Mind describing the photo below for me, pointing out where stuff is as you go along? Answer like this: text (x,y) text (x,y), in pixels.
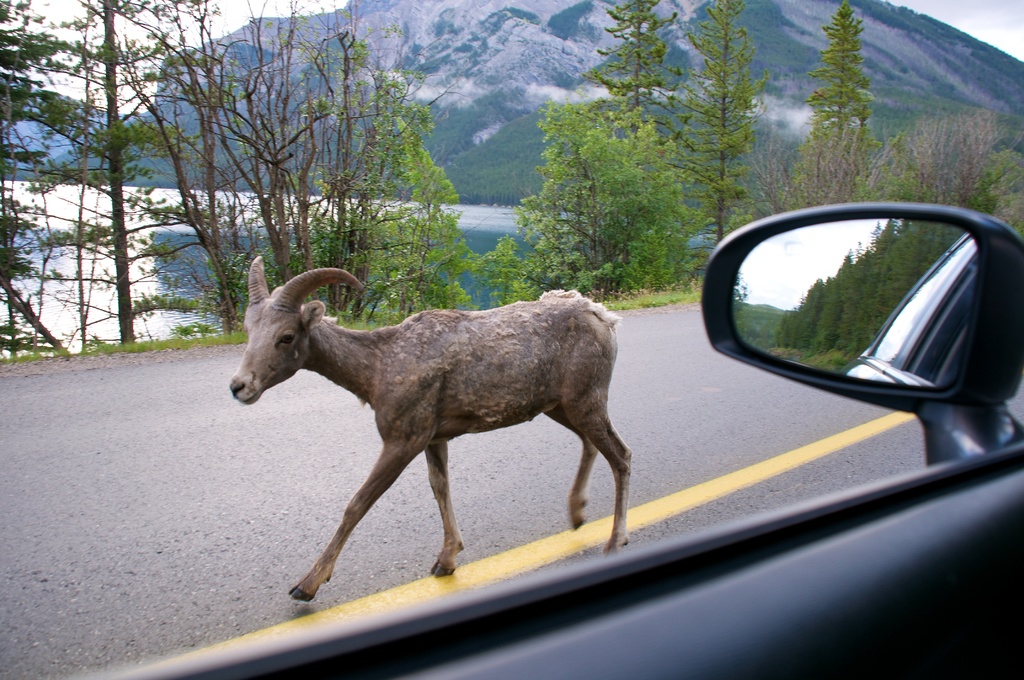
In the center of the image (450,349), we can see an animal (388,411) on the road (393,554) and there is a mirror (831,363) to a vehicle (748,581). In the background (361,123), there are trees (219,91), hills (693,69) and there is water (128,248).
